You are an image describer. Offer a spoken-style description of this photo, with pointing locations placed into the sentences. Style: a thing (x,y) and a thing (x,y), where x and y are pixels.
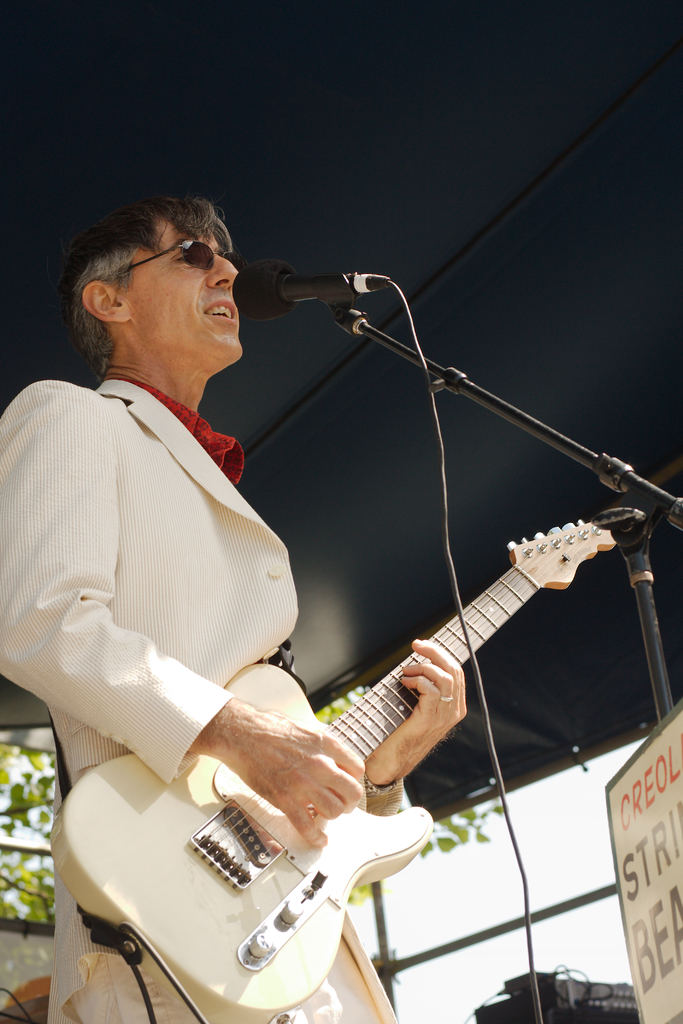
On the left side of this image (100,564) I can see a man (99,679) is playing the guitar (347,822) and it seems like he's singing a song. In front of the person (209,334) there is a mike stand (489,391). On the top of the image (343,130) I can see a blue color shade (561,121). On the right bottom of the corner there is a board (646,843). In the background (29,884) I can see a tree (33,827).
